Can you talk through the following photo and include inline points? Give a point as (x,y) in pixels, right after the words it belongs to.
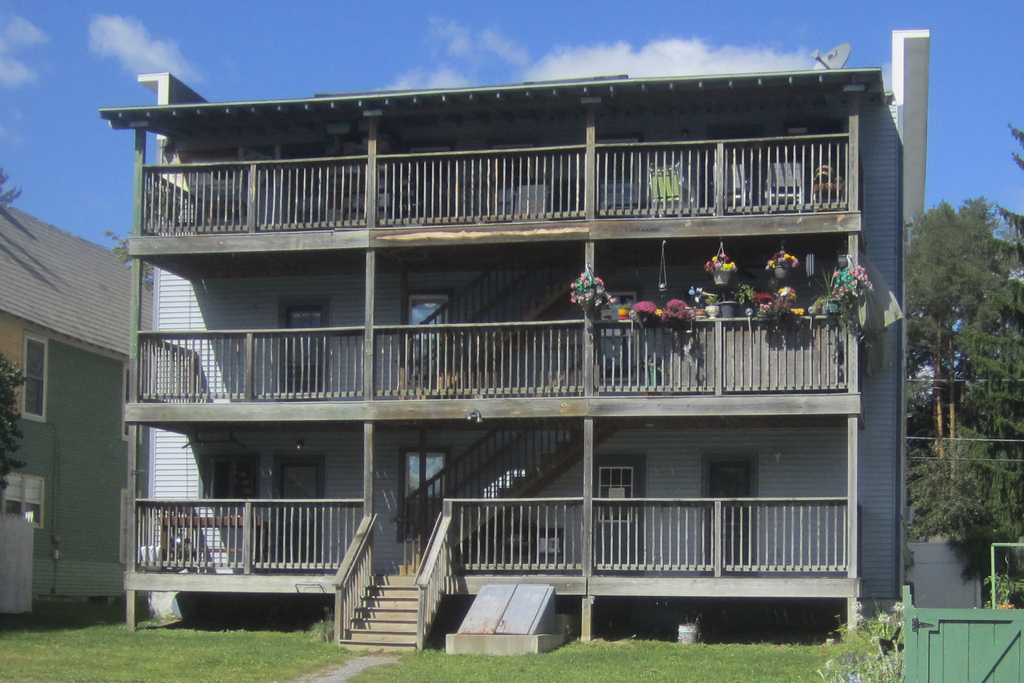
We can see building (480,324), fence (678,359), house plants (684,326), steps (378,588), windows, house (23,297) and grass (532,666). On the background (962,503) we can see trees (957,373) and sky (964,195) with clouds (109,53).
